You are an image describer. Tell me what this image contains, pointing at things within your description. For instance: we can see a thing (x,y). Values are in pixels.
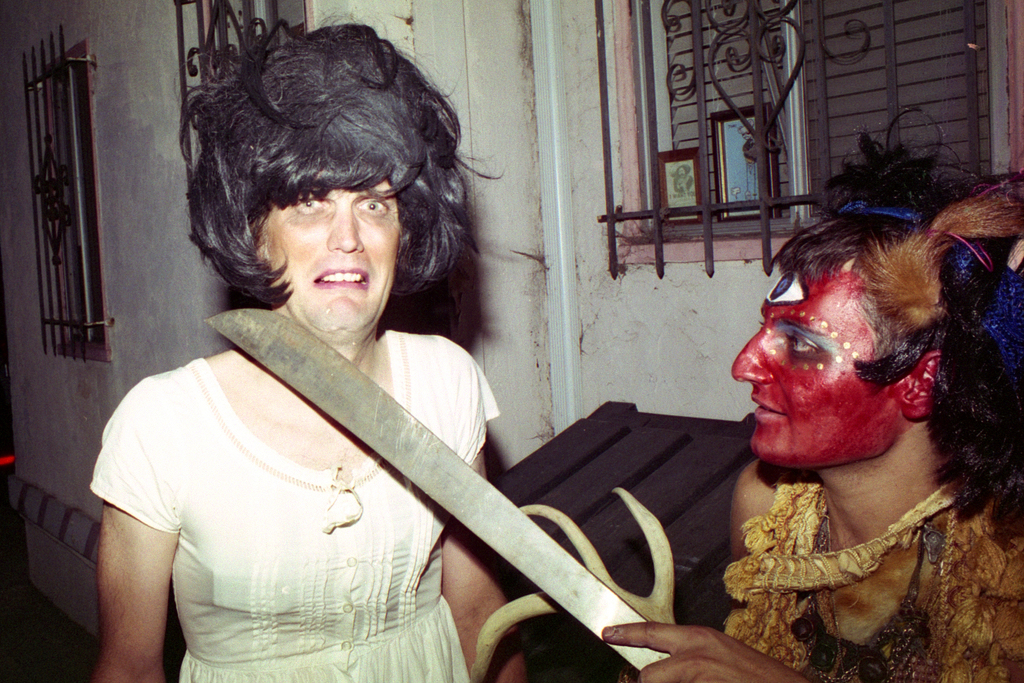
In this image there are two people (1014,598) in the foreground (497,487). There is a wall (477,153) with windows (943,168) and grills (930,42) in the background (691,235).
